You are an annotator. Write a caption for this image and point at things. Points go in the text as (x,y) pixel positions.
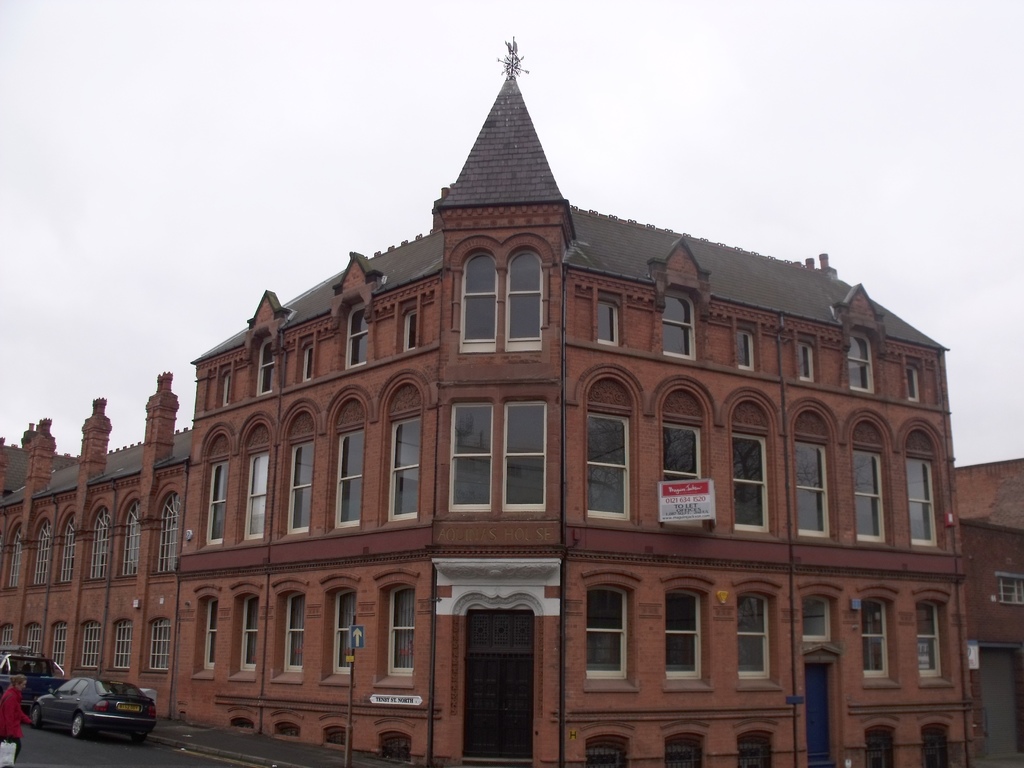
In this image, we can see buildings (318,681), boards (364,636), a pole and there are vehicles (56,685) on the road (98,754) and we can see a person (18,720) holding a bag (9,752). At the top (179,183), there is sky (179,183).
